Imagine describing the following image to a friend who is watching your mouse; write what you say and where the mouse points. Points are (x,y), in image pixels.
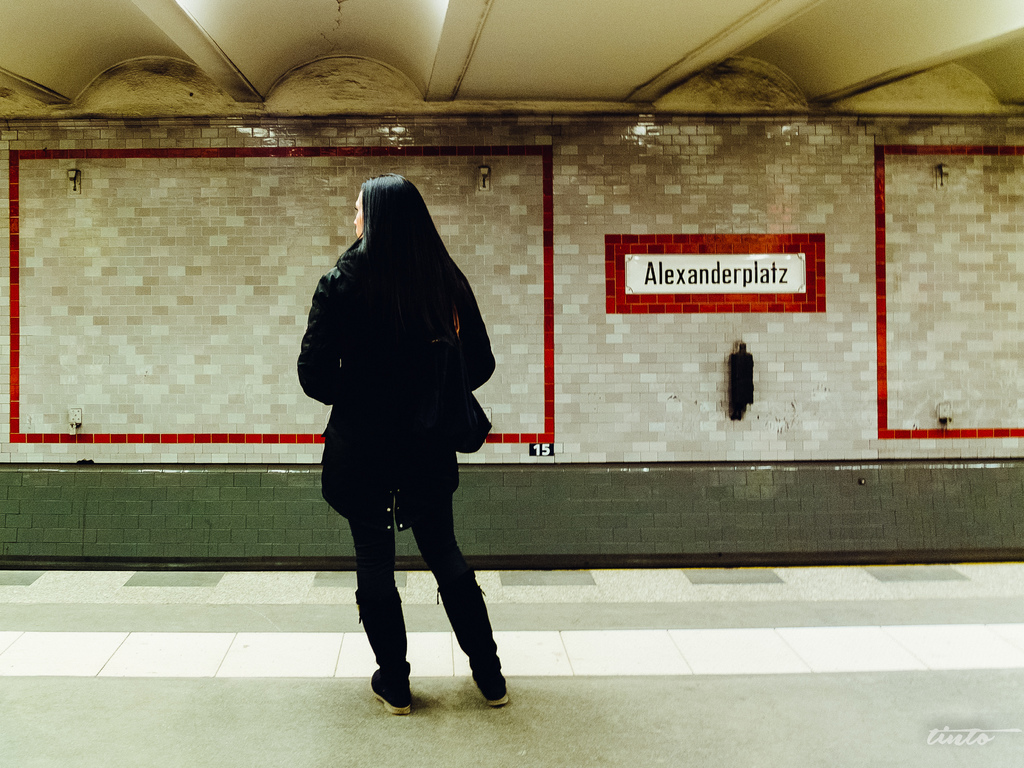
In the image I can see a woman (330,400) standing facing towards the back (377,409). I can see a wall (1023,152) in front of her with some tiles (654,409) and there is a sticker (782,290) on the wall (610,325) with some text (711,271). I can see an object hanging below the sticker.
